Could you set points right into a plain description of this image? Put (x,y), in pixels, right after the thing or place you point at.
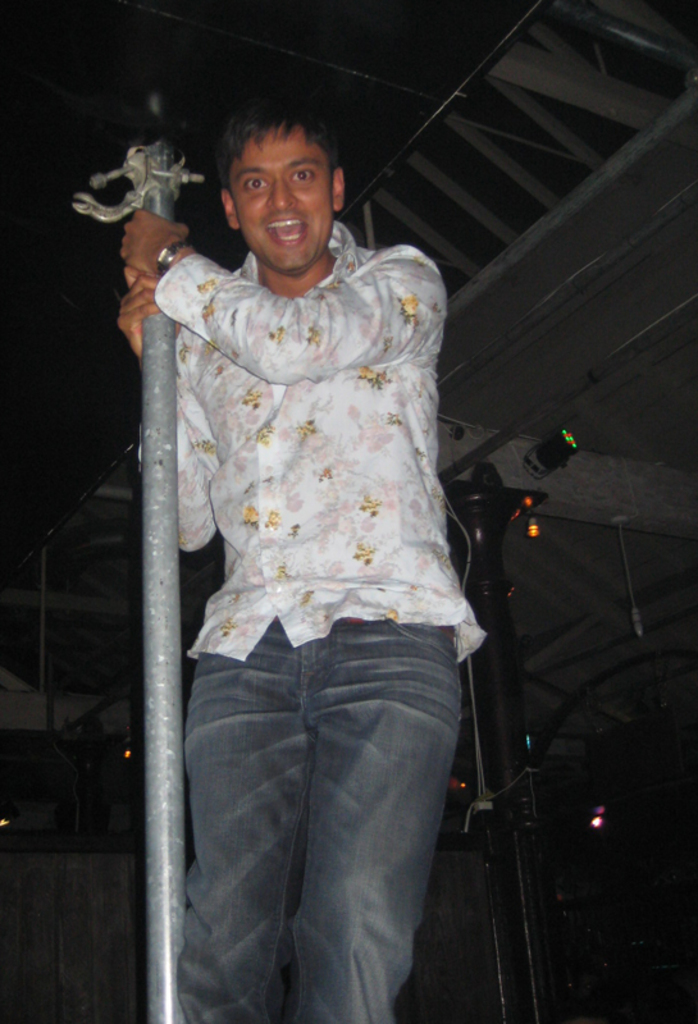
In this image, we can see a person (315,403) wearing clothes (306,555) and holding a pole (159,347) with his hands (146,314). There is an another pole (521,827) in the bottom right of the image (508,848).
